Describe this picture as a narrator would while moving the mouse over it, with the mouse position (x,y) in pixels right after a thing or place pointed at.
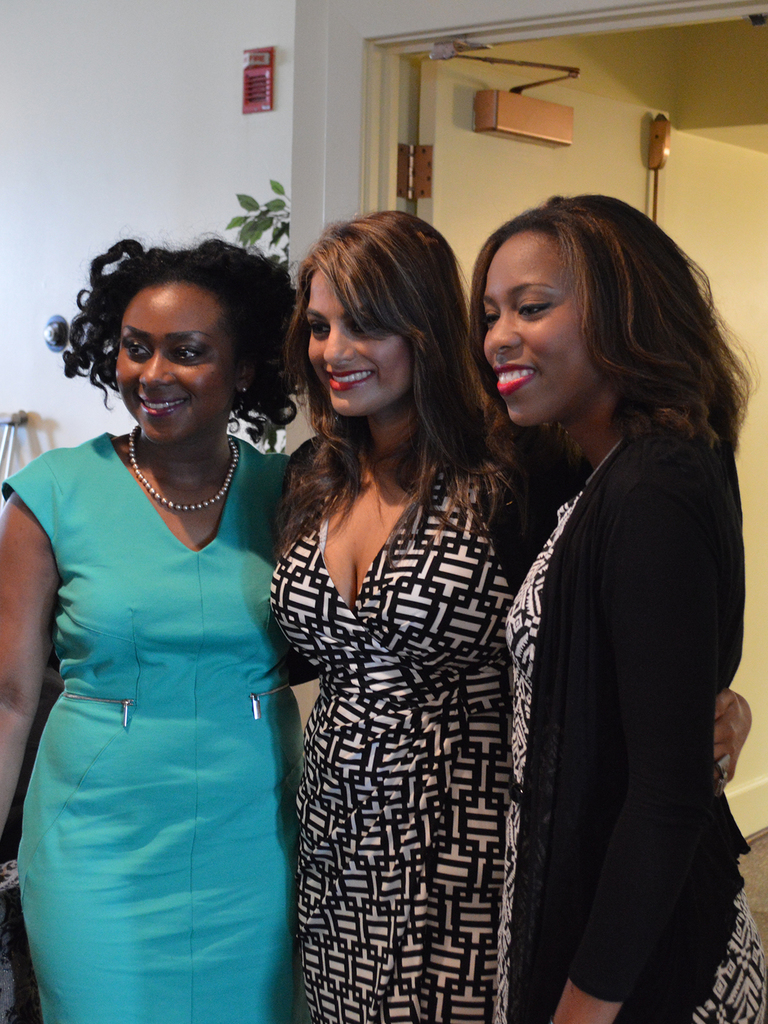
In the picture I can see three women (316,578) are standing on the floor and smiling. In the background (217,106) I can see wall (169,152), a plant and some other objects (466,116).
